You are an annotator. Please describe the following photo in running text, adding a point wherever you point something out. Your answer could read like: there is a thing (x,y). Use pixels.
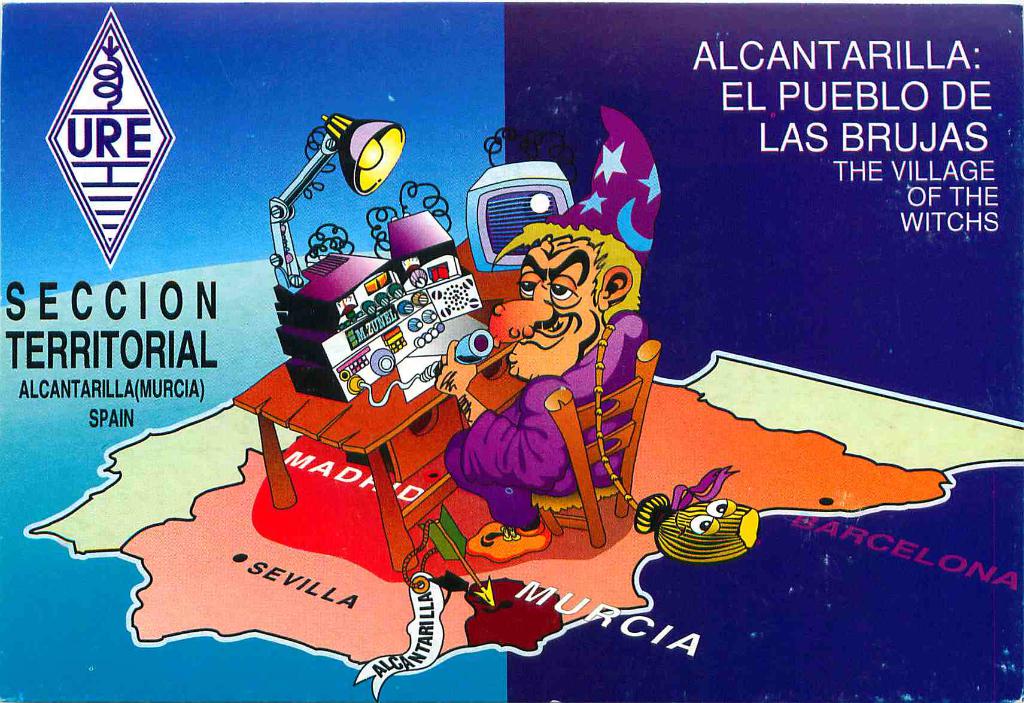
This image looks like a animated picture in which I can see a person (622,352) is sitting on a chair (558,400) in front of a table (343,413) on which TV (525,205), lamp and a sound box (393,297) is there. In the background (927,481) I can see a text (895,131), logo (130,153) and a map (577,555).
